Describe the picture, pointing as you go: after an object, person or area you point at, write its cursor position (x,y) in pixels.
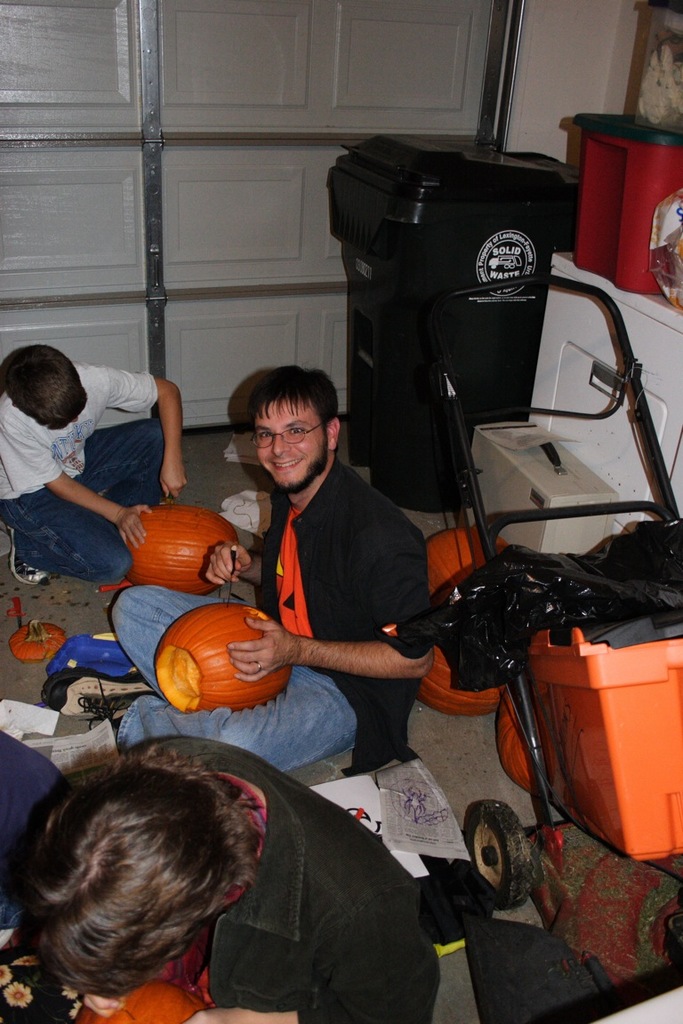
In this image there are group of persons (150,598) sitting on the floor (9,684) and in the center (260,627) there is a man (282,650) sitting and smiling and there is carving tool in his hand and there is an object (211,646) which is orange in colour on his lap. On the right side (578,379) there is a lawn mower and there is a machine (671,397) which is white in colour, on the machine (640,330) there is an object (627,203) which is red in colour and there is a bin (465,253) which is black in colour. In the background (386,116) there is a door (216,144) and on the floor (16,675) there are objects (384,809) which are white and black in colour and orange in colour.
